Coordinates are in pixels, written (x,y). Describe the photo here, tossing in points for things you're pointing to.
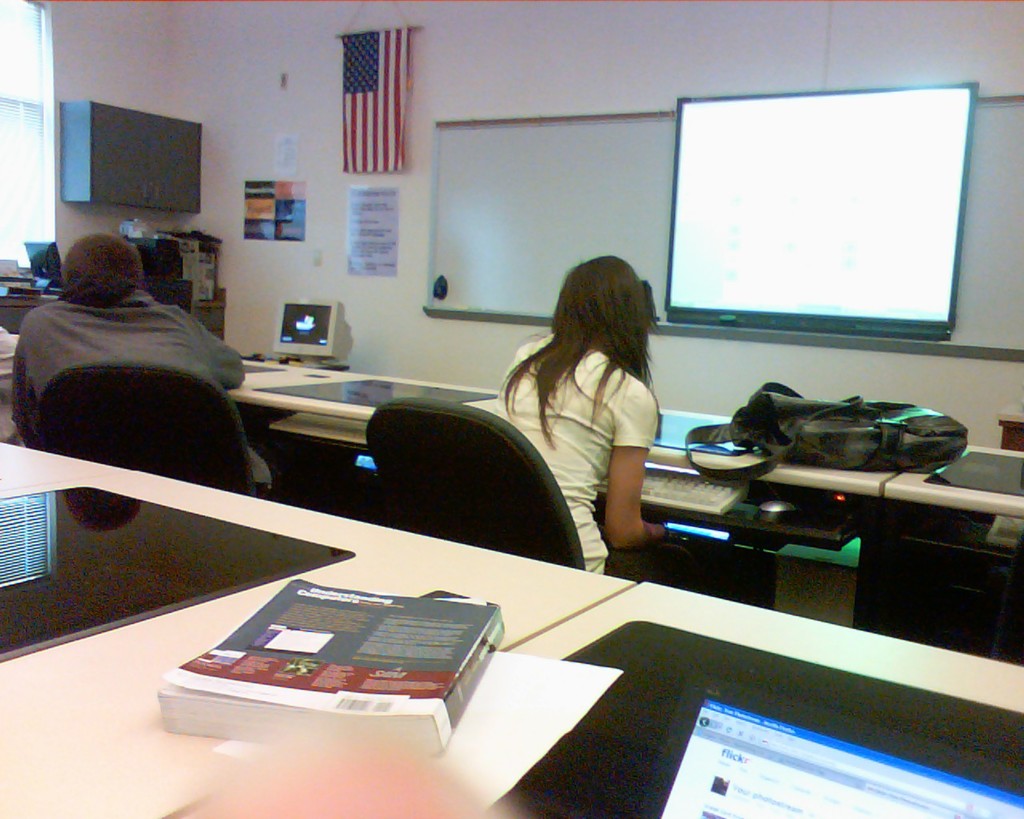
This is a picture in a computer lab (521,337). In this picture on the foreground (293,518) there is a table (76,612), on the table (369,588) there is a book (381,661) a monitor (749,775), a paper (523,721). On the right top of the picture (900,185) there is a monitor (806,229), a backpack (829,424), keyboard (729,497), mouse (772,507) and woman (574,478) seated in chair (510,477). On the top left (77,264) the man (141,359) seated in chair (131,390), a desktop (305,326), American flag (354,138), closet (161,173), posters (260,214) and few other object (26,276). On the left (30,45) there is a window (14,134).
